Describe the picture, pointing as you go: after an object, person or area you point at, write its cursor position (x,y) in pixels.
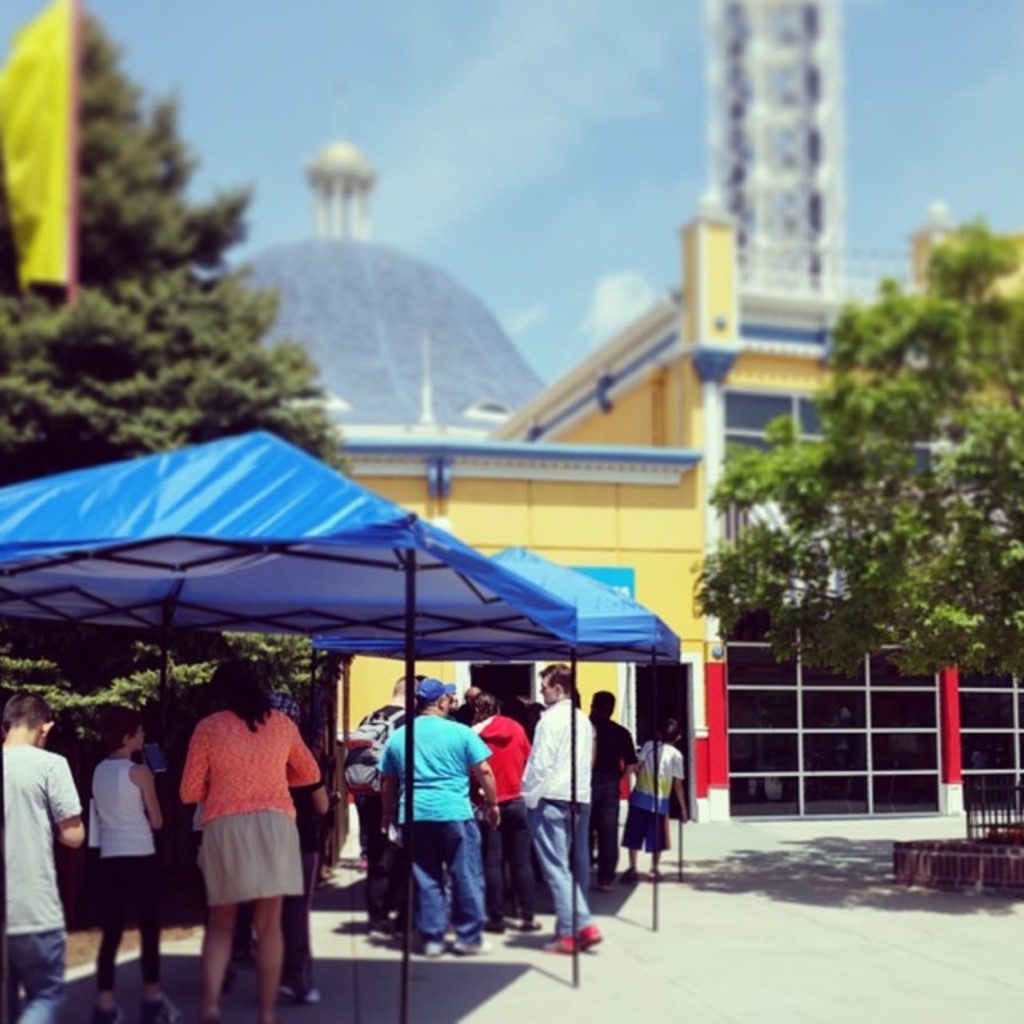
There are people (361,812) and we can see tents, trees (1004,581) and fence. In the background (539,509) we can see wall (592,532), tower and sky (543,167).
